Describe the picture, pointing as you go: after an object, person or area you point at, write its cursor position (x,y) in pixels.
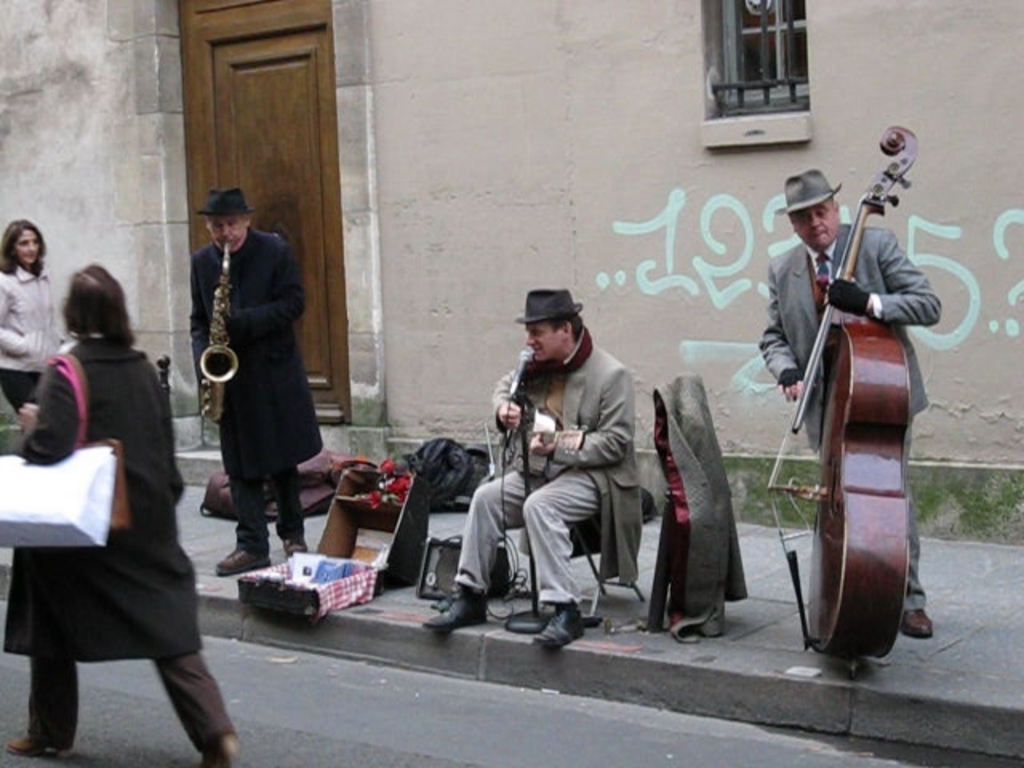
In this image we can see persons (171,582) on the road (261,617) and some of them are holding musical instruments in their hands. In the background (491,225) we can see walls (495,270), windows (718,32) and door (251,136).
